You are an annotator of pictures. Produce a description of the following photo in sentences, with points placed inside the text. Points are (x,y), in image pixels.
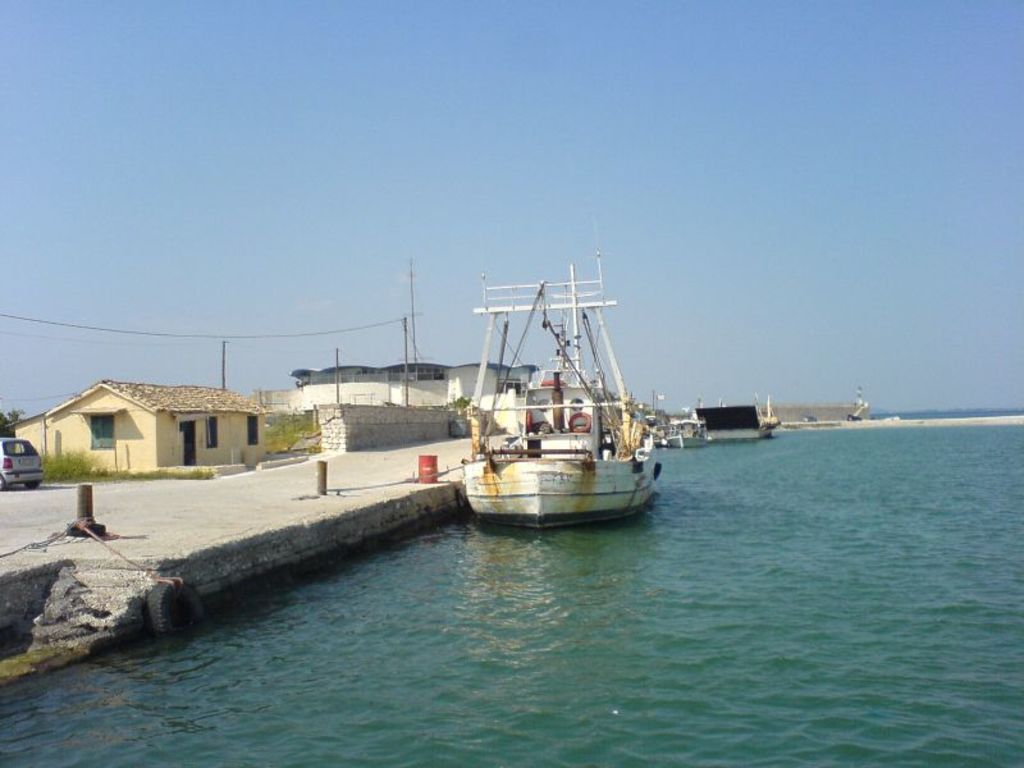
In this image there is water (865,569) on the right corner (891,615). And there is water (367,744) at the bottom (341,681). There is a house (149,452), a vehicle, there is grass (98,466), there are trees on the left corner (168,471). There is a boat (600,459), there are poles (473,425), there is a building (516,418). And there is sky (617,141) at the top (338,109).
